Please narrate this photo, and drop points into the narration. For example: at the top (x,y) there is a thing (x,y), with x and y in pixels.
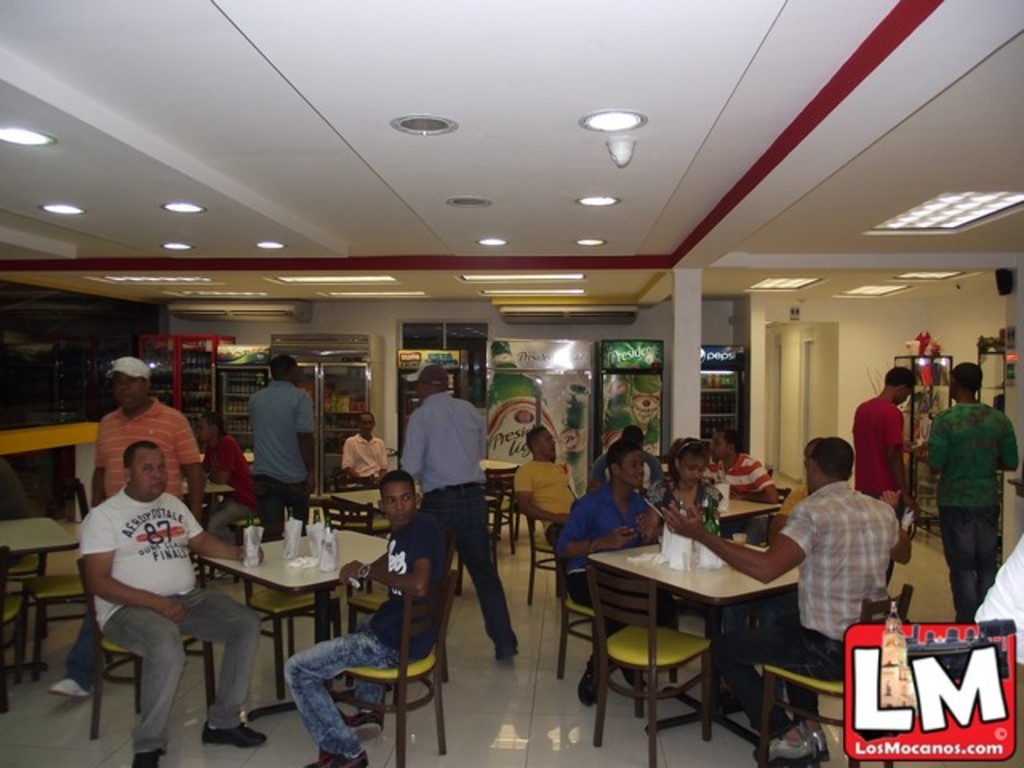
in the picture there is a restaurant (648,459) in that many people (606,533) are present some people (148,580) are sitting on the chair (610,583) and other people (438,455) are walking there are many items (332,543) present on the table (342,552).
